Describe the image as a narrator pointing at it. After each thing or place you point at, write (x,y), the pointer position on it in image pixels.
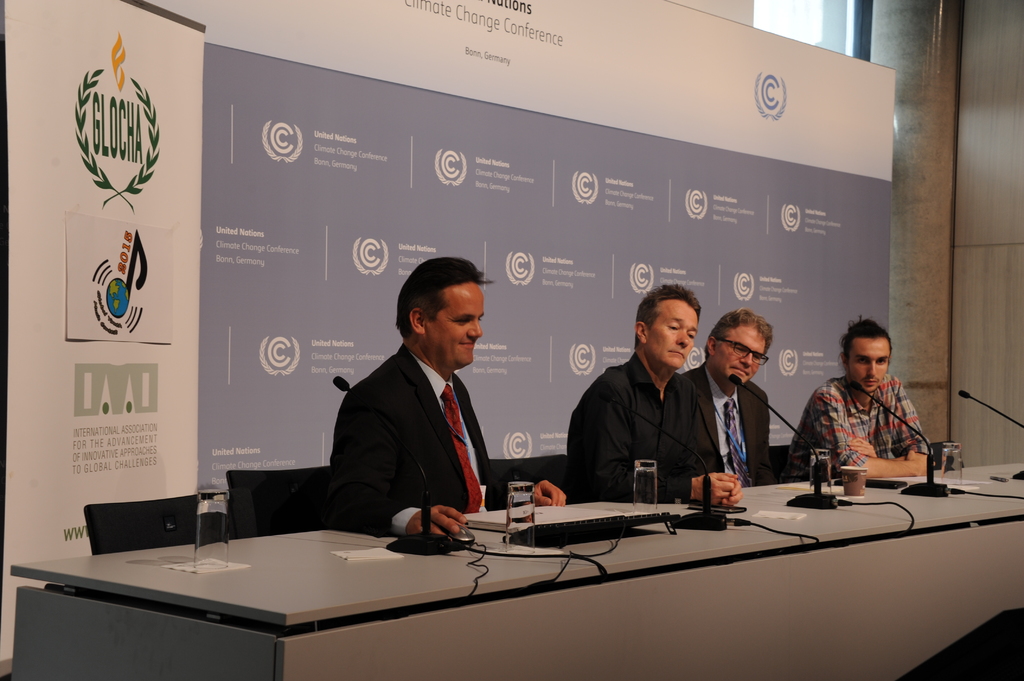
In this image there are people (883,394) sitting on the chairs (505,461). In front of them there is a table (811,595). On top of it there are glasses (518,518), mike's (947,489), papers (219,568) and a few other objects (740,507). Behind them there is a banner (570,171).
